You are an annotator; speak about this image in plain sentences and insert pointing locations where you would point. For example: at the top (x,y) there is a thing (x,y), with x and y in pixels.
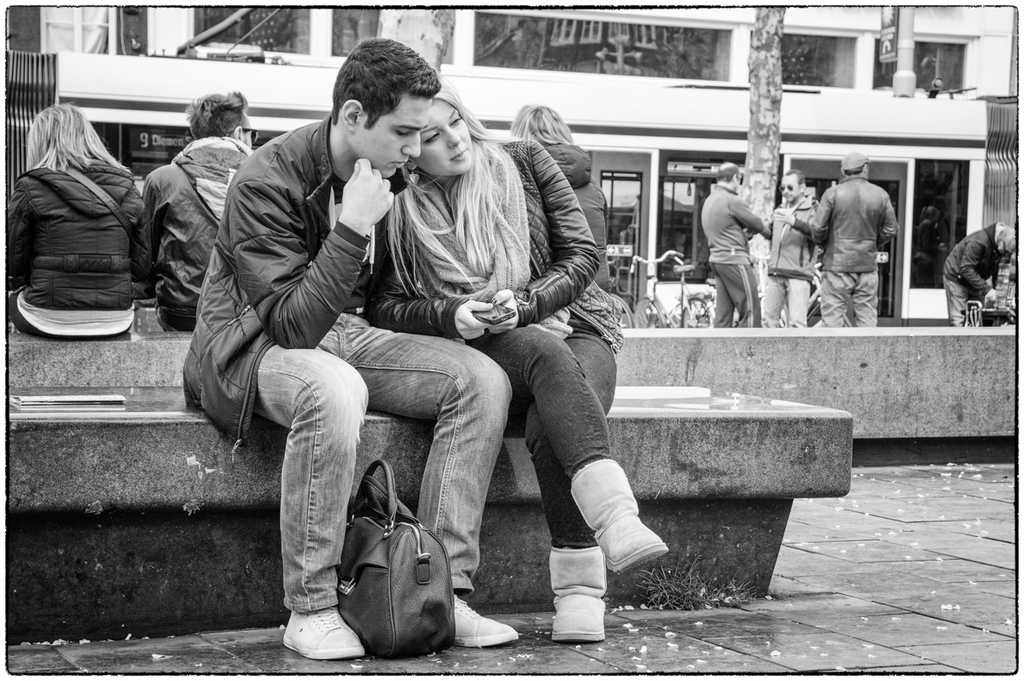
This Picture describe about the A couple (238,306) sitting on the bench (644,438), a boy (323,256) wearing puffer jacket (256,298) hand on his chin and Bag (387,600) on the ground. Behind There is a another couple (104,182) sitting And a group of person (760,221) standing and house (783,80) behind them with some sign board (893,34).
